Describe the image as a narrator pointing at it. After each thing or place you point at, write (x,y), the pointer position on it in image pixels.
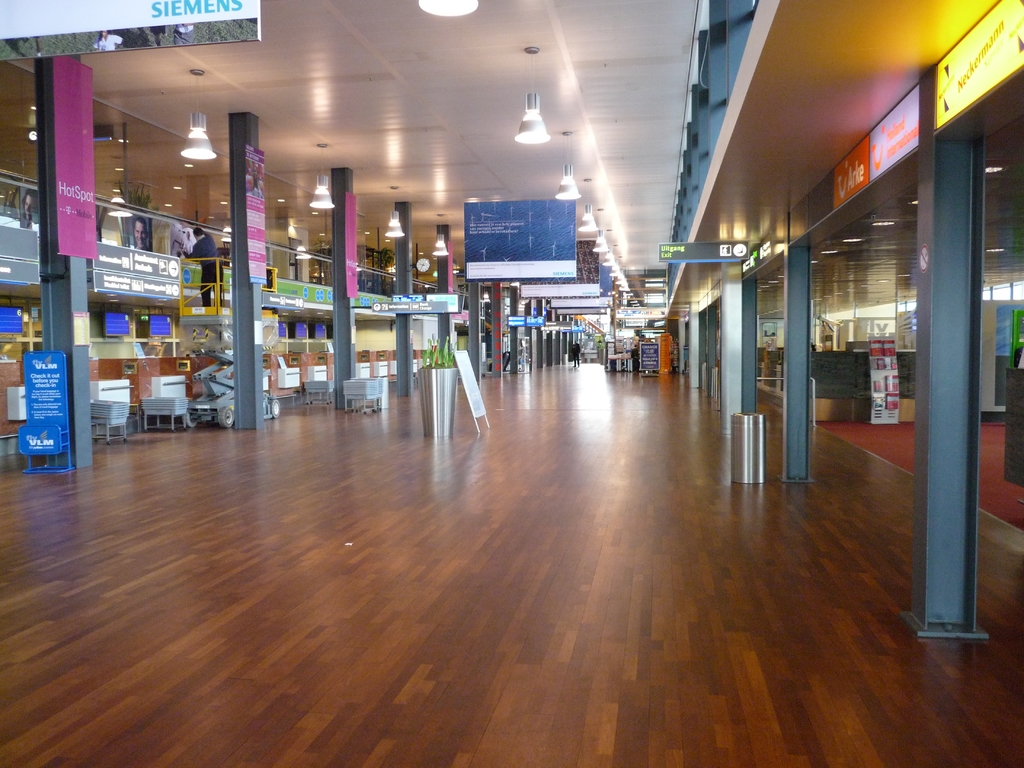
This picture is clicked inside. At the top (412,36) there is a roof (611,80) and the lights (535,128). In the center (399,282) we can see the pillars (712,343) and there are some objects (434,433) placed on the ground (451,546). In the background (146,270) we can see the banners (177,274) on which the text (140,258) is printed and there are many number of objects (651,350) placed on the ground (675,397).
